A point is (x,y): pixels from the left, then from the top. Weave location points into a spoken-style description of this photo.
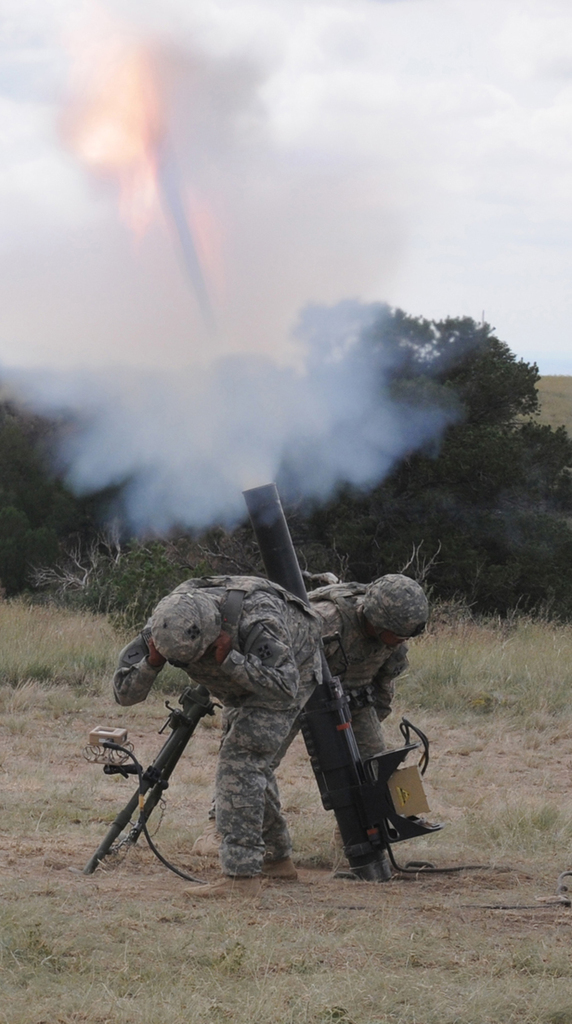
In the center of the image (193,666), we can see people (223,704) and beside them there are guns (325,766). In the background (362,389), we can see a fire (150,169), smoke (307,441) and there are trees (460,402). At the bottom (394,910), there is ground (492,795) covered with grass (532,642). At the top (410,87), there is sky (419,142).
